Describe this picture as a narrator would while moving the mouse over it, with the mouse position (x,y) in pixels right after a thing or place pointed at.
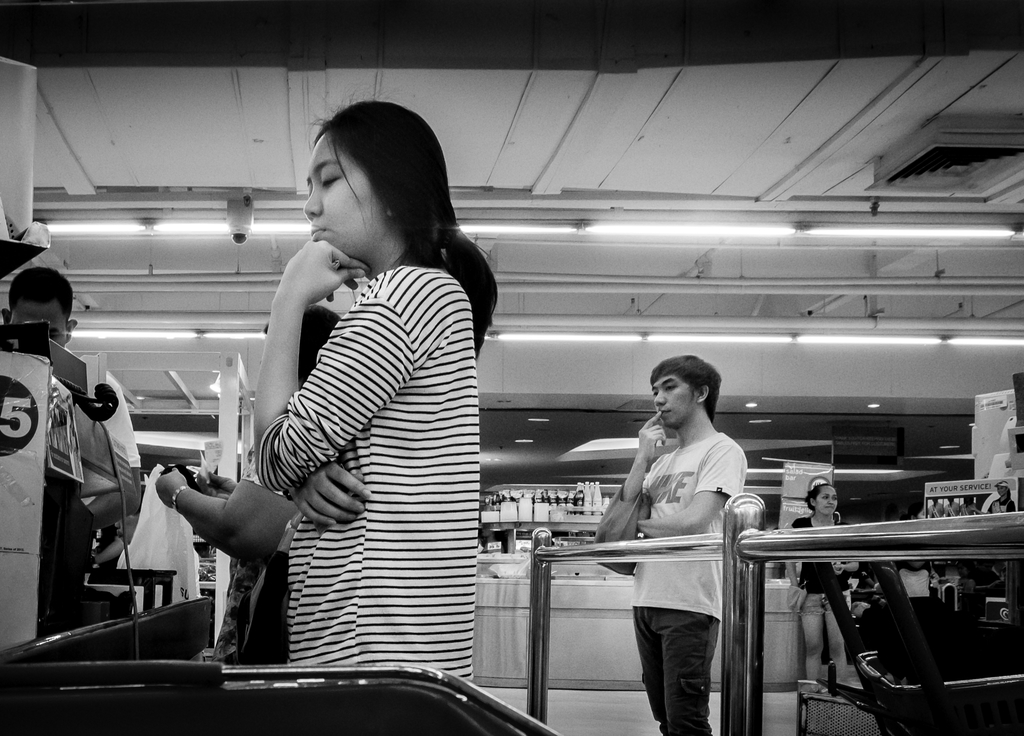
This is a black and white pic. In this image we can see few persons (665,498) are standing, railing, floor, objects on the racks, lights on the ceiling (506,437) and we can see objects (70,517).
